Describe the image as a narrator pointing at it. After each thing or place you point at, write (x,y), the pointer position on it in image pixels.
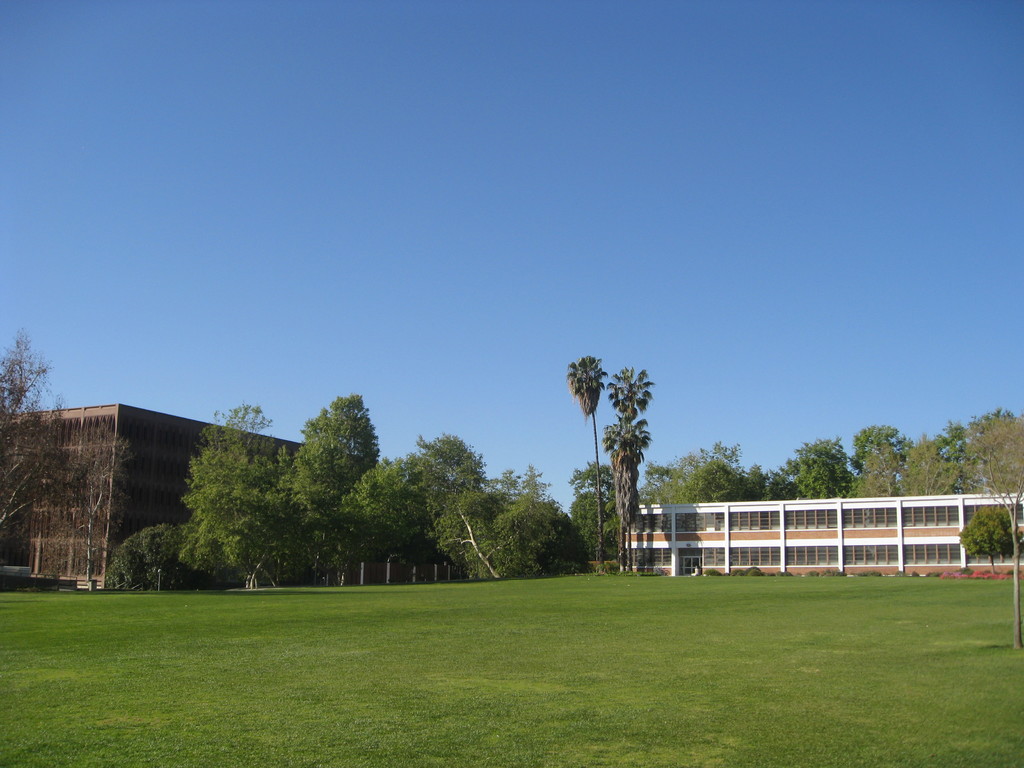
In this image we can see grass (451,658) on the ground (636,630). In the background (231,490) we can see trees (443,538) and buildings (650,568). Also there is sky (444,211).
